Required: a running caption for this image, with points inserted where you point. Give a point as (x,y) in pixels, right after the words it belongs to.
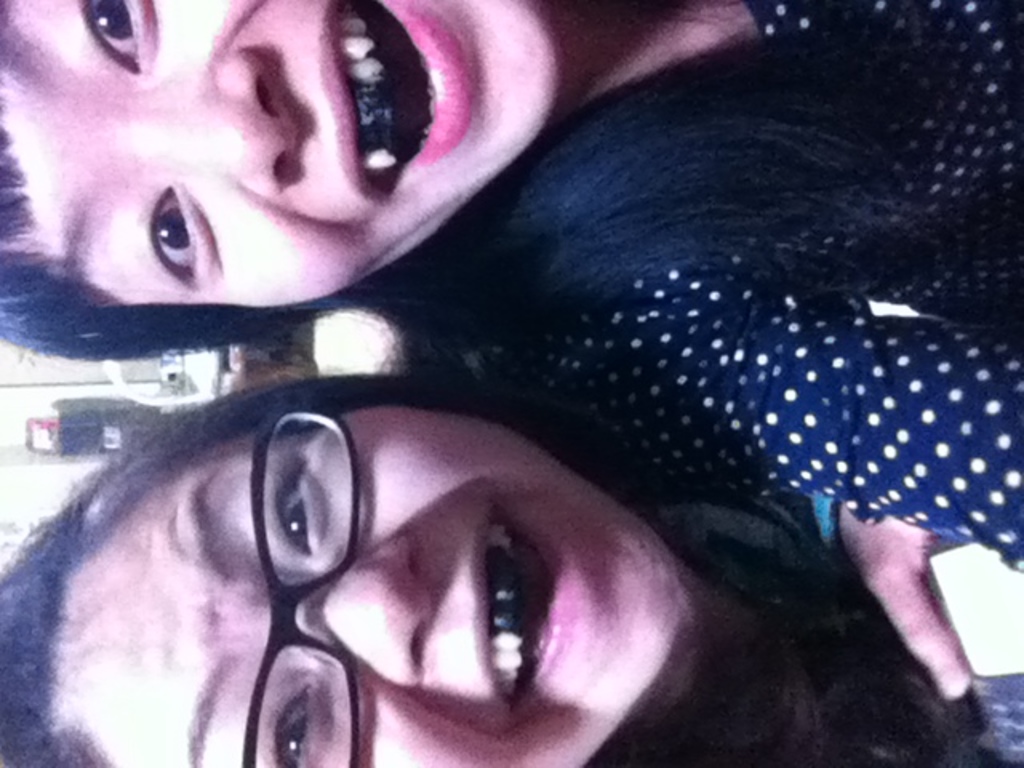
In the image there are two girls (449,581) in the front (507,237) with black teeth (385,124), this is vertical image.
